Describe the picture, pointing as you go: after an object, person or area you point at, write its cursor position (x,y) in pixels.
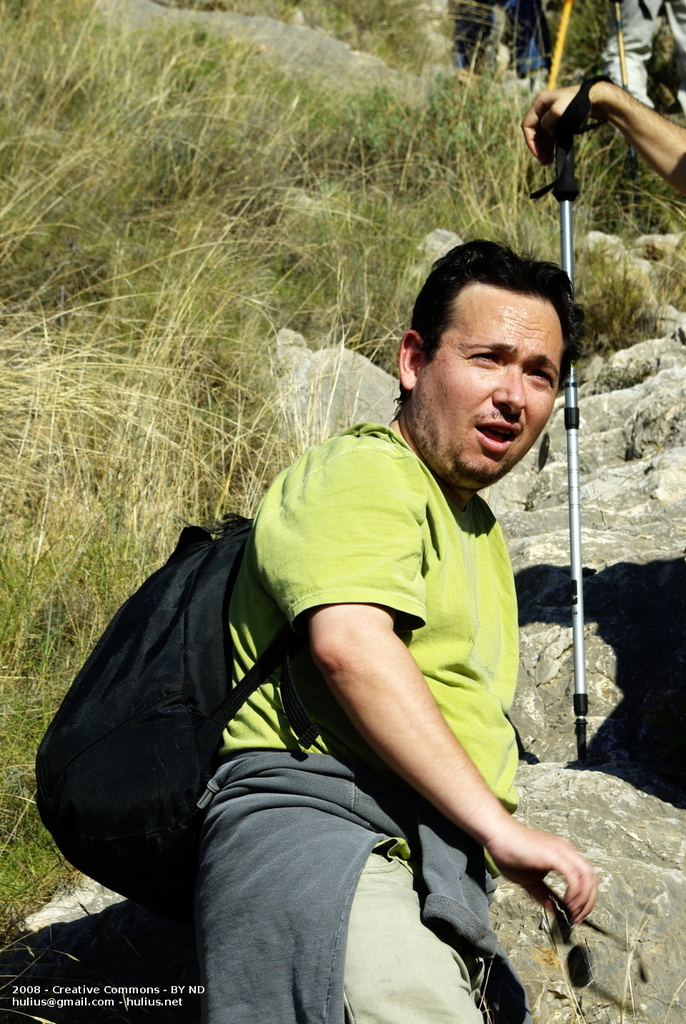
In this image I can see a person (411,559) standing wearing a backpack (200,607) and holding goggles (557,932) in his hand (554,857). I can see another person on the right hand side (609,99) holding a mountaineering stick (568,424). I can see a mountain (541,456) behind them with grass (246,114). In the top right corner (610,28), I can see another person (630,89) I can see his legs (639,17). In the bottom left corner (108,989), I can see some text (91,989).
